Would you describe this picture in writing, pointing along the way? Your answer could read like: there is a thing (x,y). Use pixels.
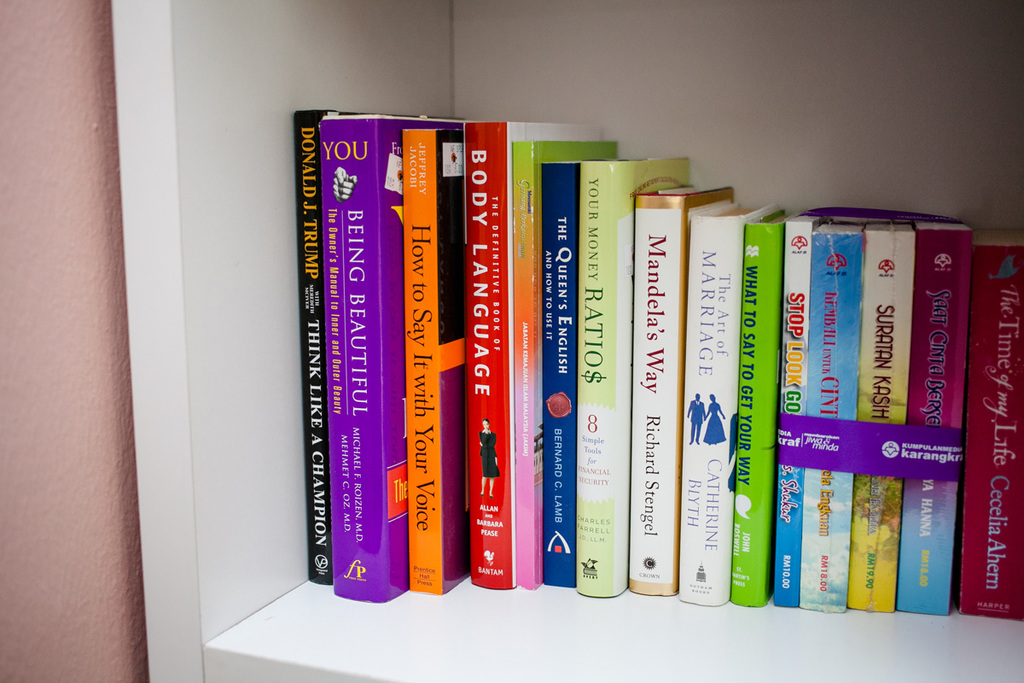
In this image I can see many colorful books (515,365) in the white color shelf (314,620). To the left (113,375) I can see the wall (76,404).
